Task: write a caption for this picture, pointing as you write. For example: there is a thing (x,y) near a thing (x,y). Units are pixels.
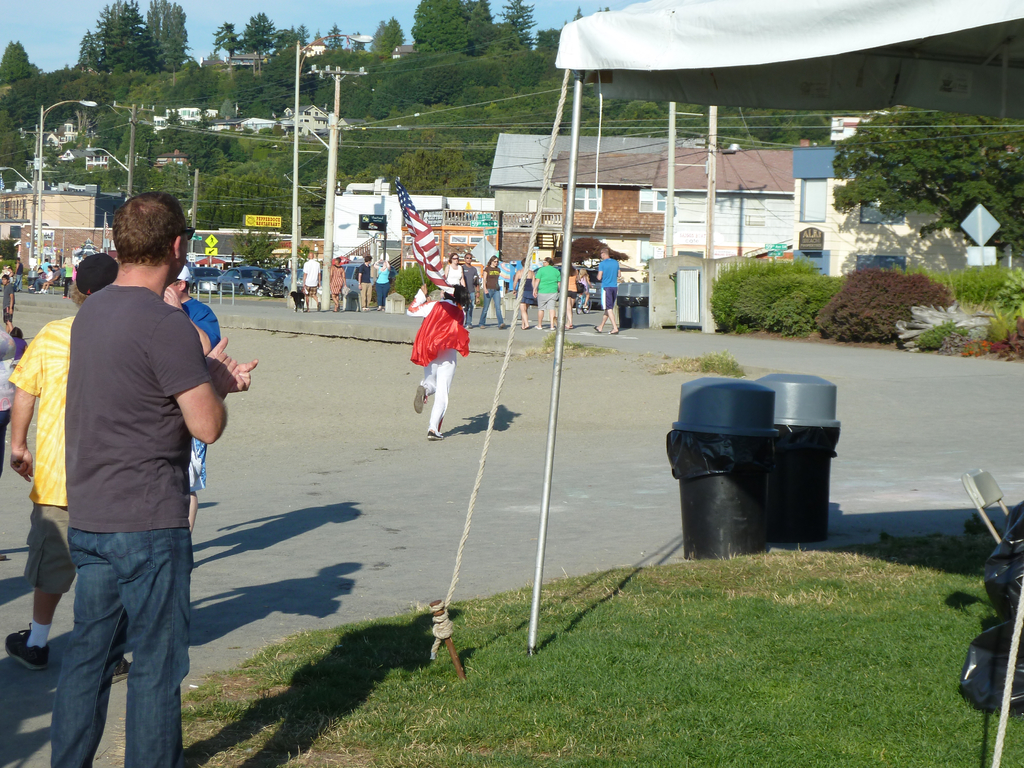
This picture might be taken from outside of the city and it is sunny. In this image, on the left side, we can see a group of people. In the middle of the image (440,318), we can see a person (441,340) running on the road (501,336), he is also holding a flag (434,248) in his hand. On the right side (820,441), we can see a tent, chair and two trash cans (770,472). In the background (202,237), we can see group of people (552,279), cars (346,267), street lights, electrical pole (327,265), electrical wires (475,127), buildings (514,150), trees (236,49). On the top (341,19), we can see a sky (313,6), at the bottom (513,710) there is a road (519,506) and a grass (591,687).
